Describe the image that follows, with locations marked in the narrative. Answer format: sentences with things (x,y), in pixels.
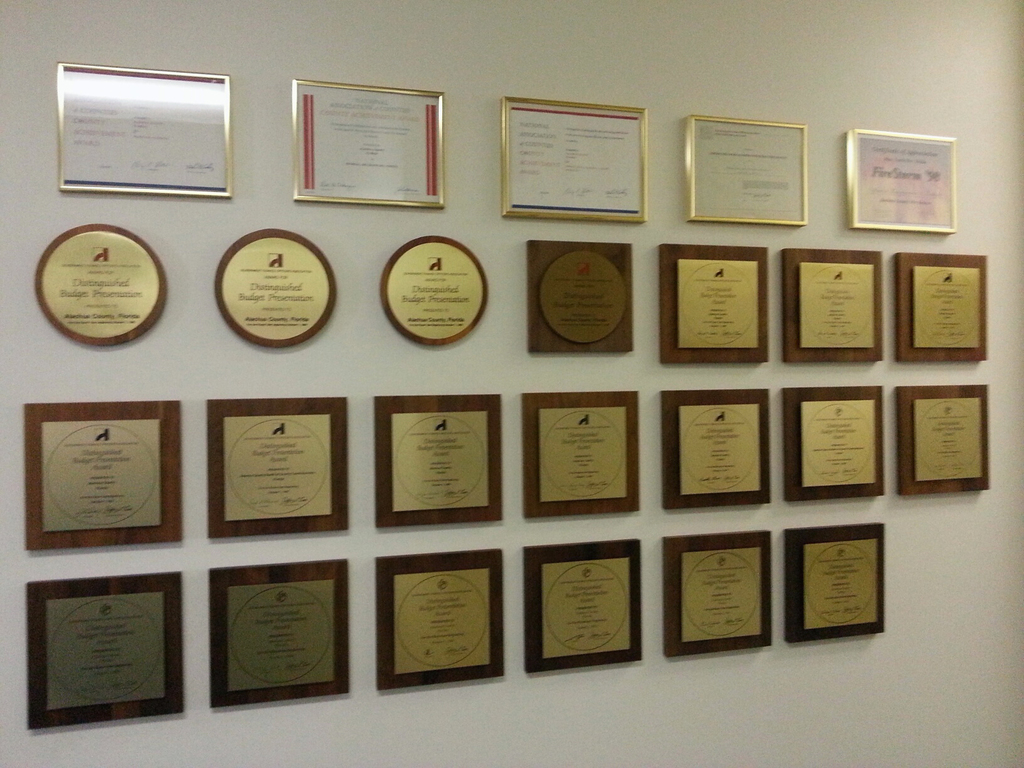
In this picture we can see few frames (605,288) on the wall (815,88).
